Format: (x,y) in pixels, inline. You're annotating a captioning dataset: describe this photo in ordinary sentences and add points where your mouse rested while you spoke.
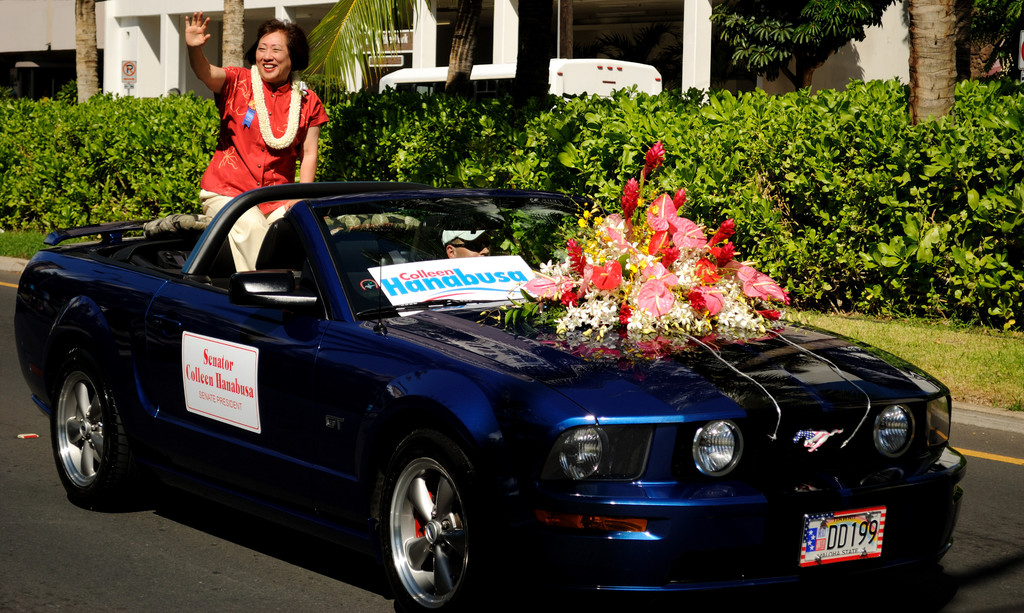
A woman (203,70) is waving by sitting on a car (132,227). The car (320,292) is in blue color. There is a flower bouquet (752,293) on the hood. There are some plants (890,199) in the background (894,216).
